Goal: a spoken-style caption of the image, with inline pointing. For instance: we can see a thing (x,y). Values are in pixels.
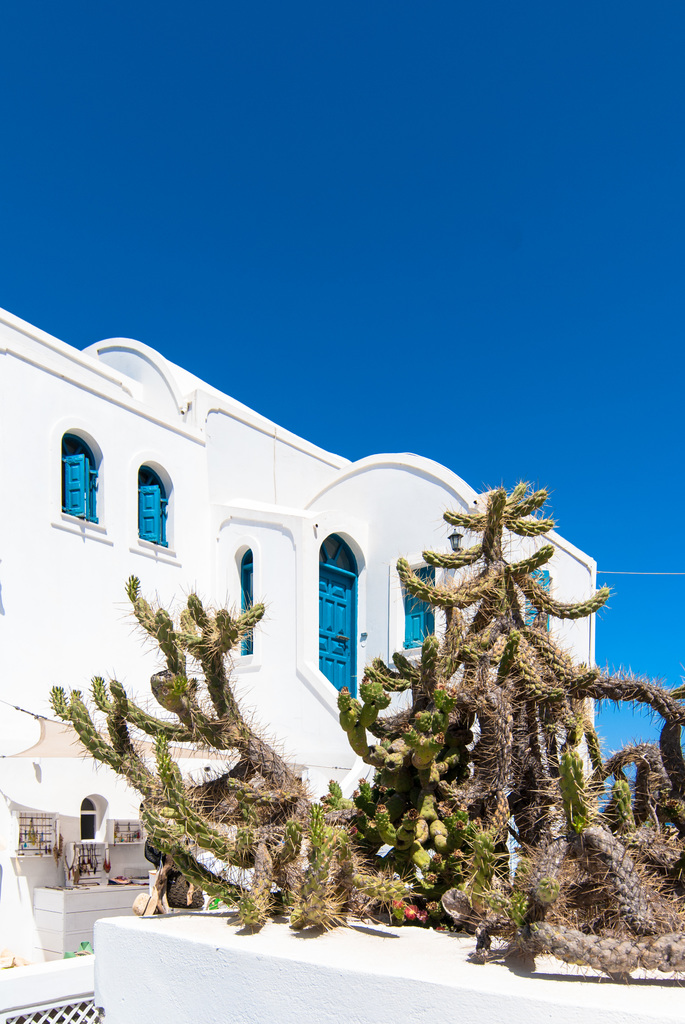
In this picture we can see one house (323,683), one plant (342,822) is placed on the wall (251,990).
